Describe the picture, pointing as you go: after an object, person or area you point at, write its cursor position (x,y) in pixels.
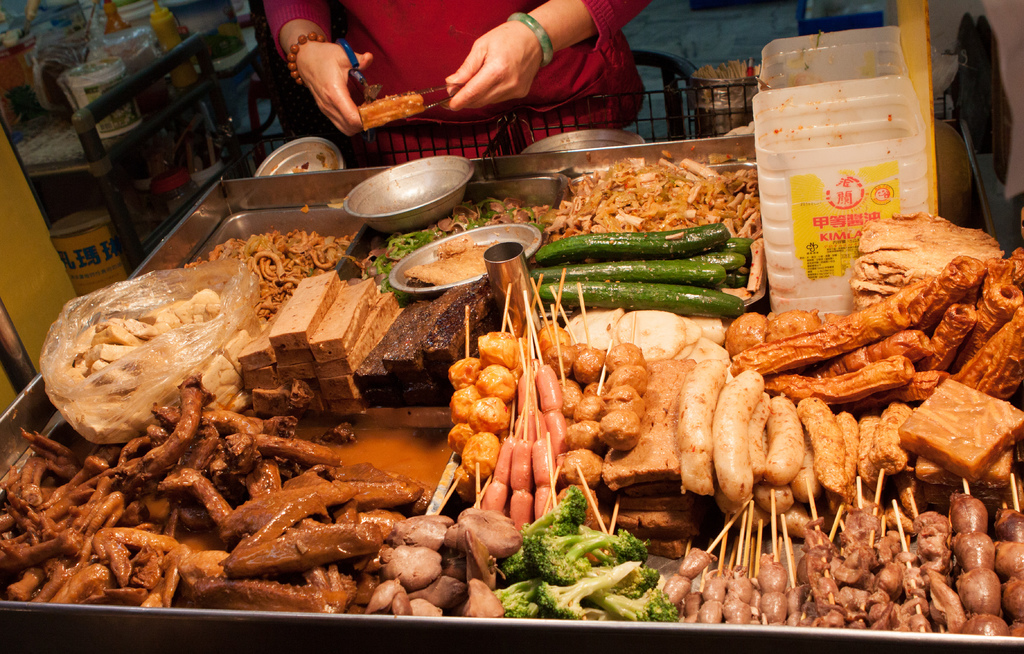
In this picture we can observe some food items (323,430) placed on the table (257,409). There are different food items (444,533). We can observe broccoli (543,573). In front of the table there is a person (391,48) standing, wearing red color dress (403,52) and holding a scissor (377,94) in their hand (346,98). On the left side (71,84) there are some jars (103,77) placed on the desk (46,141).
